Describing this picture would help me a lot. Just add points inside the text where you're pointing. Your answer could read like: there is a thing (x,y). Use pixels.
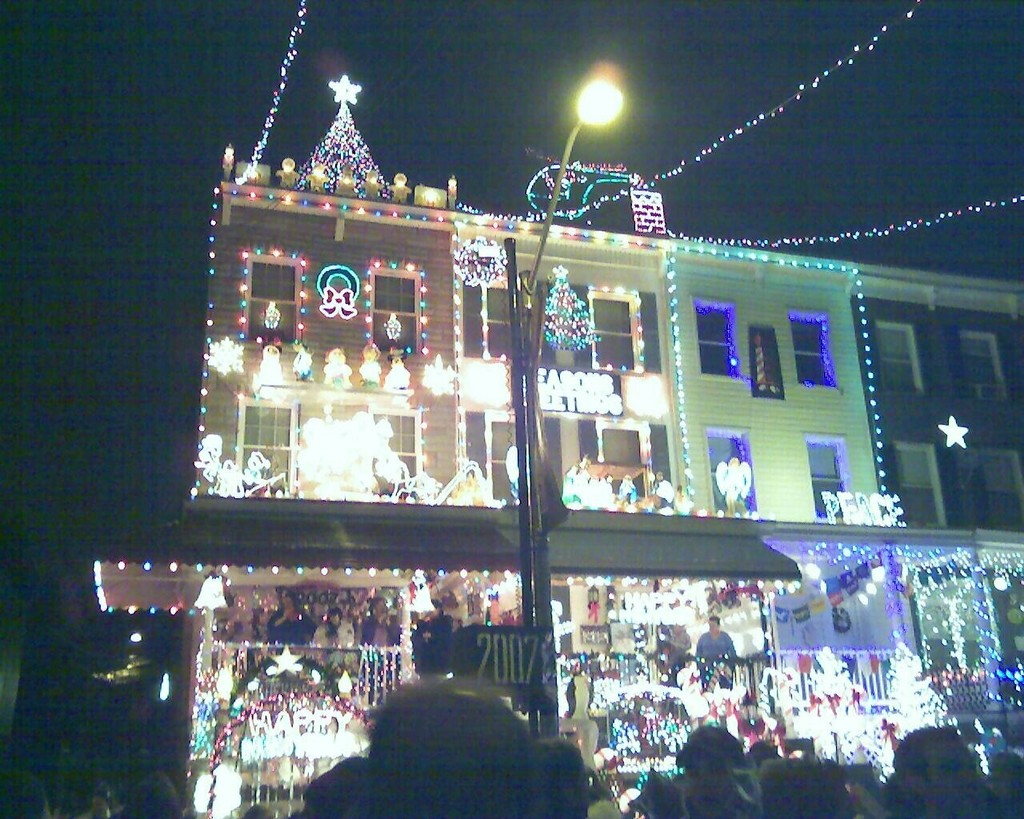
In this picture I can see there is a building (314,405) and it is arranged with lights (891,673) and there is a pole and there is a light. The building (527,223) has windows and the sky (750,54) is dark.
